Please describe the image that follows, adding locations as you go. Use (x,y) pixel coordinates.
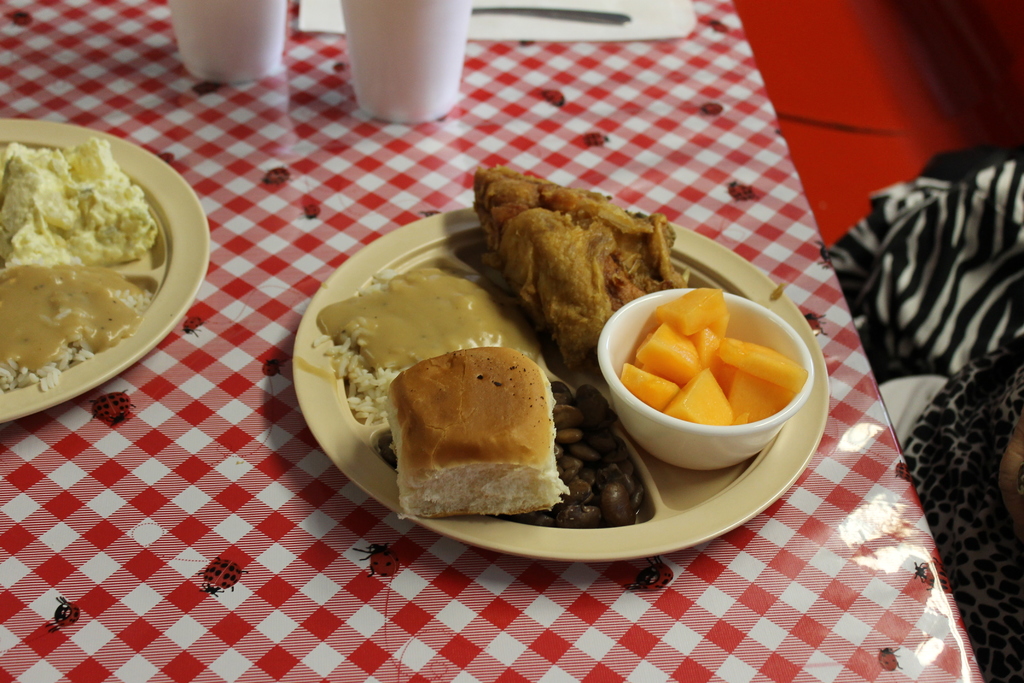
In this picture, we see two cups (237,48), napkin (595,33), knife (486,9), two plates (648,464) containing food (506,457) and a bowl (717,448) containing cut fruits (697,384) are placed on the table (569,570). This table (741,585) is covered with red color sheet (264,204). On the right side (871,253), we see a person (925,282) in white and black dress (915,310) is sitting on the chair (909,403). In the right top of the picture (925,130), we see a red color object (870,110).
